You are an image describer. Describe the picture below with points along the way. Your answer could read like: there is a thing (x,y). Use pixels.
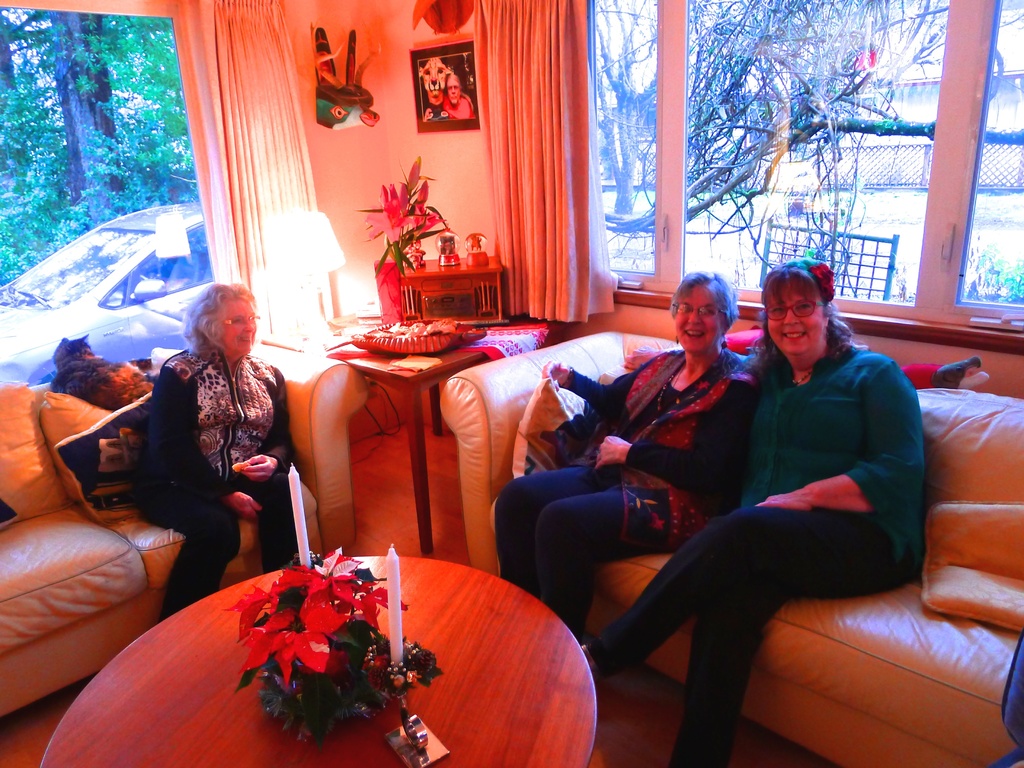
These three women (622,454) are sitting on a couch (498,434) with pillows (541,424). On this table (510,675) there is a bouquet (344,653) and candle stand (419,722). From this window (160,226) we can able to see fence (851,159), trees (792,115) and vehicle (129,283). A picture (452,91) is on wall (401,55). On this table (421,372) there is a bouquet (406,218) and things (459,304). This is window (632,134) with curtain (574,152).
